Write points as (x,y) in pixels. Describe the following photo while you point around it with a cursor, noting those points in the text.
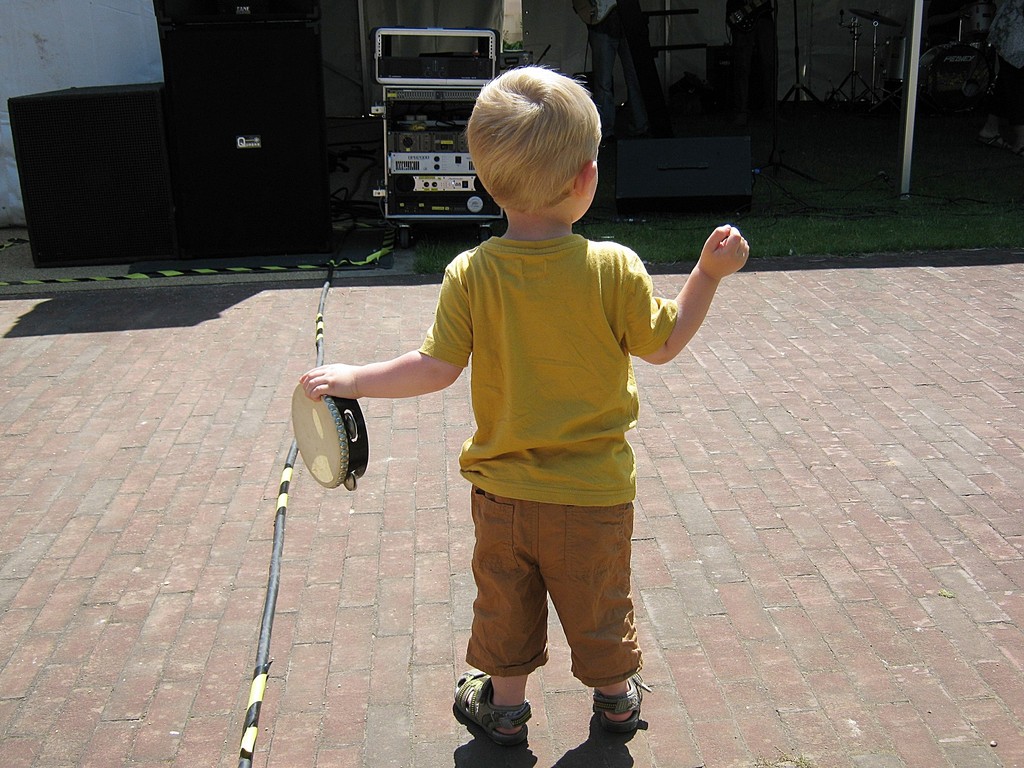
This picture is taken from outside of the city and it is sunny. In this image, in the middle (518,303), we can see a boy (580,300) standing and holding a musical instrument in his hand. In the background (296,127), we can see the speakers (280,123) and a wall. At the bottom (199,748), we can see a black color pipe (276,535) and a brick floor (702,593).
